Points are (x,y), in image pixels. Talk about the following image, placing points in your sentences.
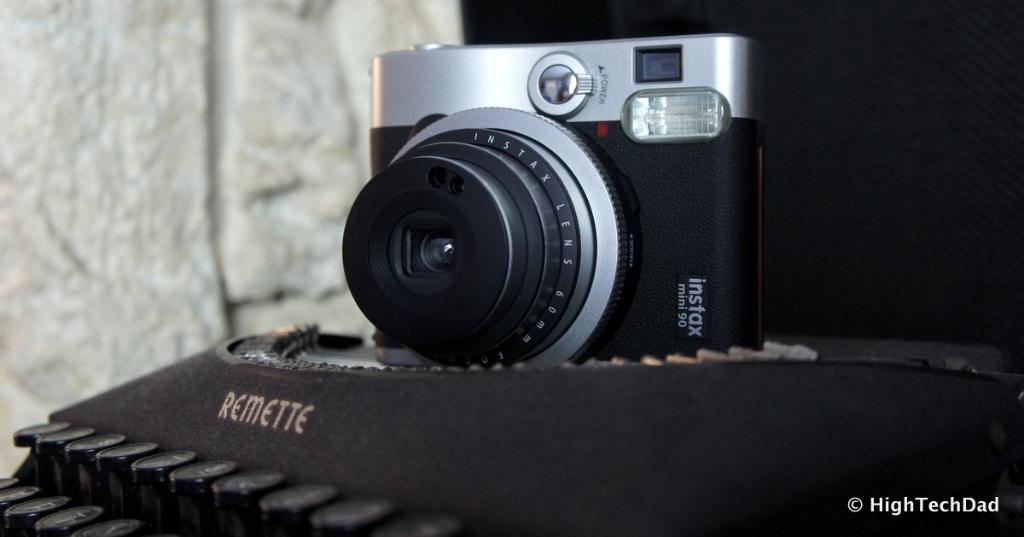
In this picture we can observe an instant camera (532,238) which is in black and silver color. In the background (106,114) we can observe a wall (113,173).
